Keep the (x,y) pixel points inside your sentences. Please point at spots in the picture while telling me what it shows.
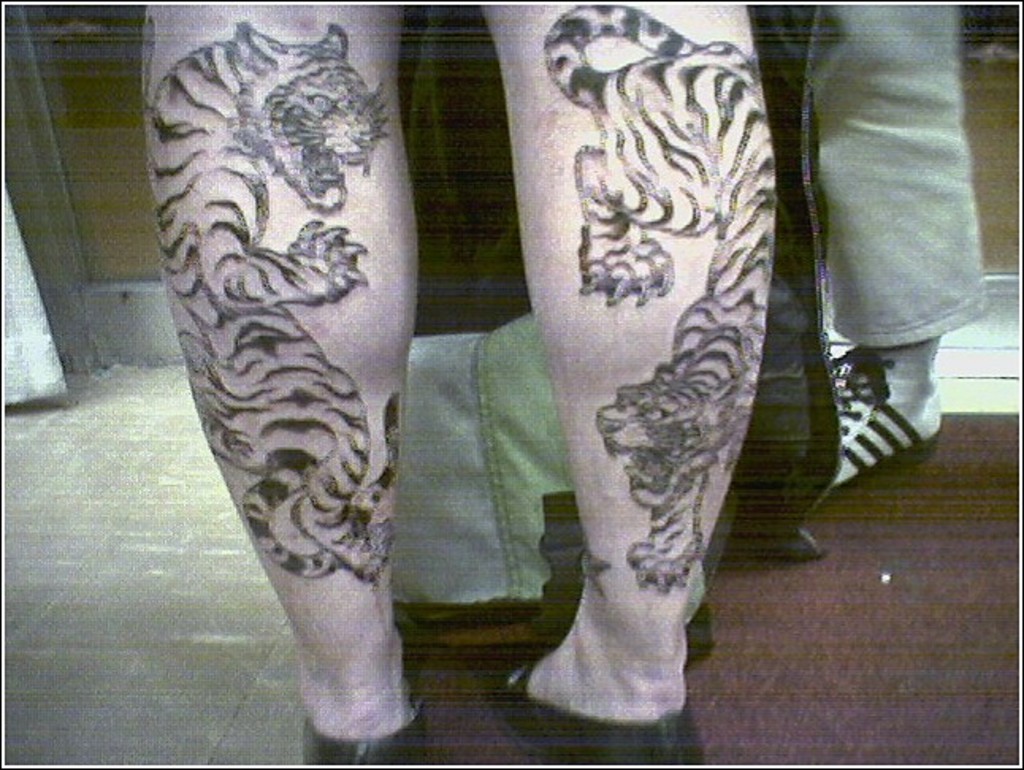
In this image there are tattoos (337,438) on the legs (615,344) of a person (538,671). In front of her there is some object (487,457). We can also see legs (920,309) of another person (871,421). At the bottom of the image (134,560) there is a floor (130,626).
